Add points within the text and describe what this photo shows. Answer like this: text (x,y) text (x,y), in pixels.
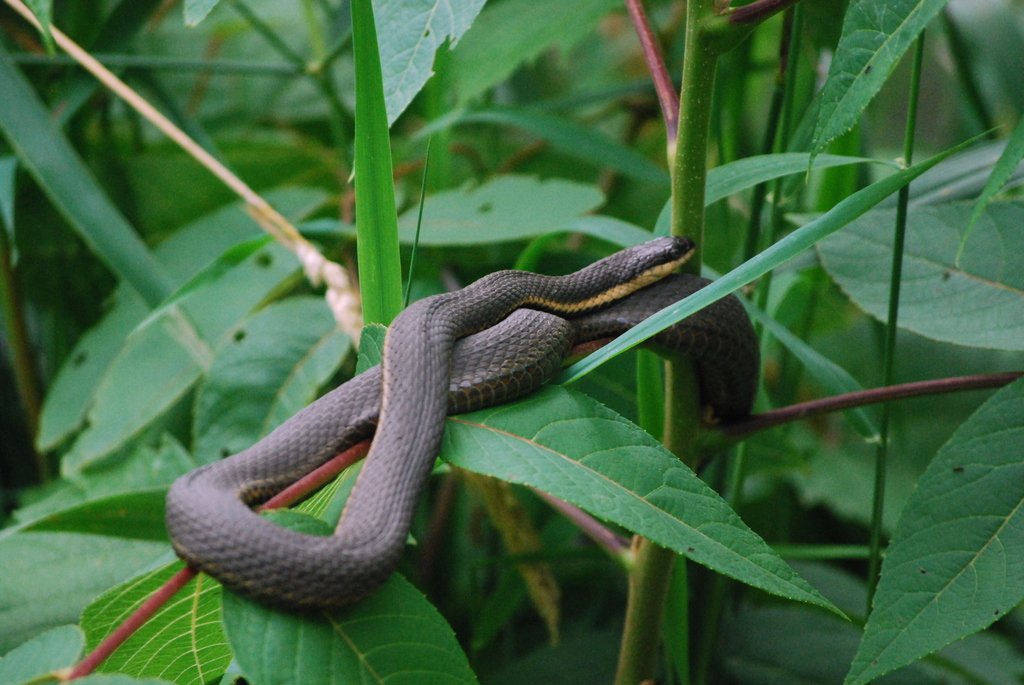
In the foreground of this image (632,553), there is a black snake (469,356) on the plant (484,420). In the background (470,121), there are plants (113,249).
